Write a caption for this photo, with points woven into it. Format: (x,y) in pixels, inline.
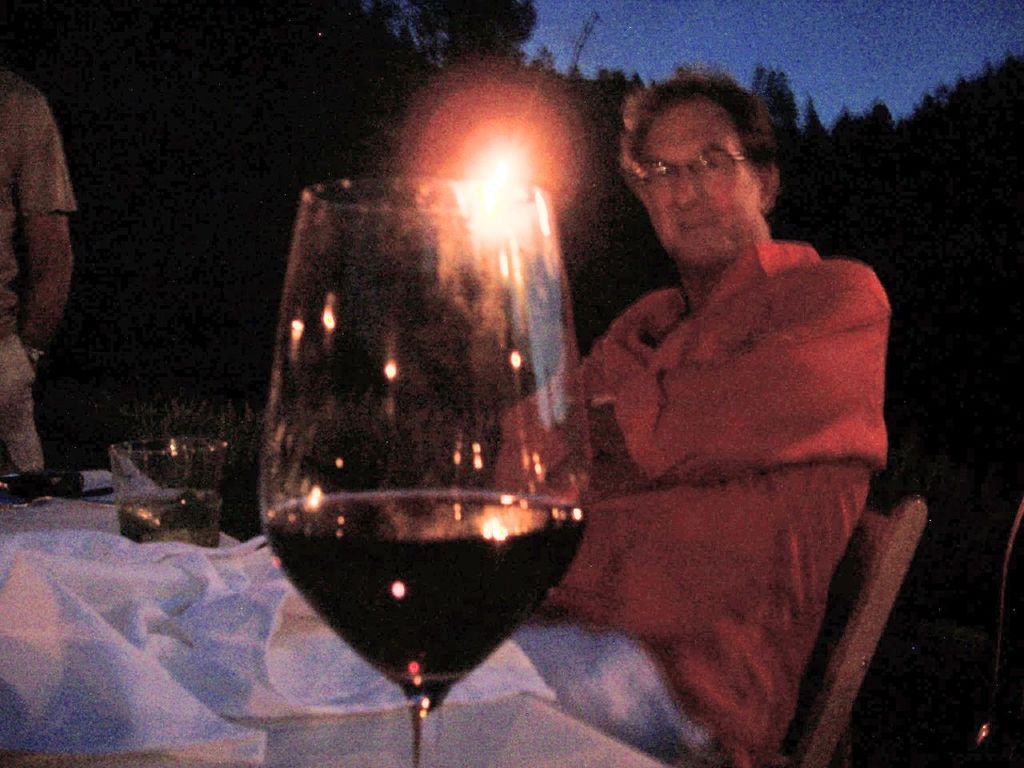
In this image, we can see a person (761,216) wearing clothes (708,584) and sitting on the chair (854,629) in front of the table (512,746). This table (194,715) contains glasses (128,510). There is a person hand (53,296) on the left side of the image (50,254). There is a sky (824,37) in the top right of the image (835,37).
